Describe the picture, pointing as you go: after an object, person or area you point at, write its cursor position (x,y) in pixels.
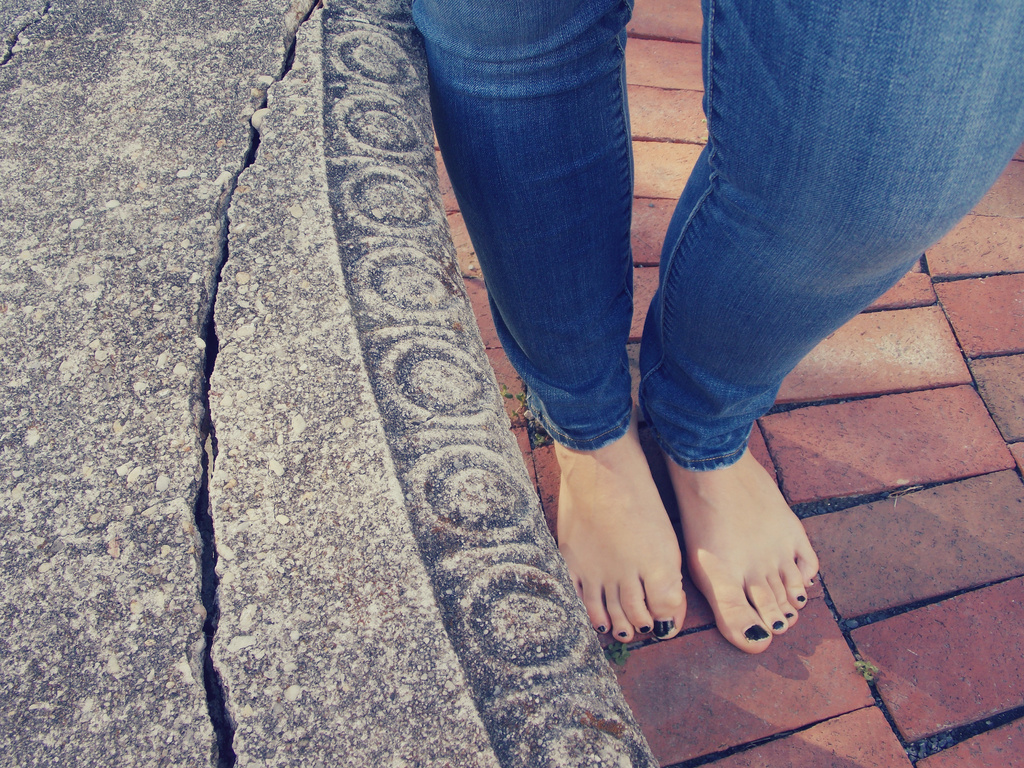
On the left side (291,305), there is a broken wall (179,143). On the right side (735,640), there are two legs (618,149) of a person (792,177) on a footpath (772,427).
